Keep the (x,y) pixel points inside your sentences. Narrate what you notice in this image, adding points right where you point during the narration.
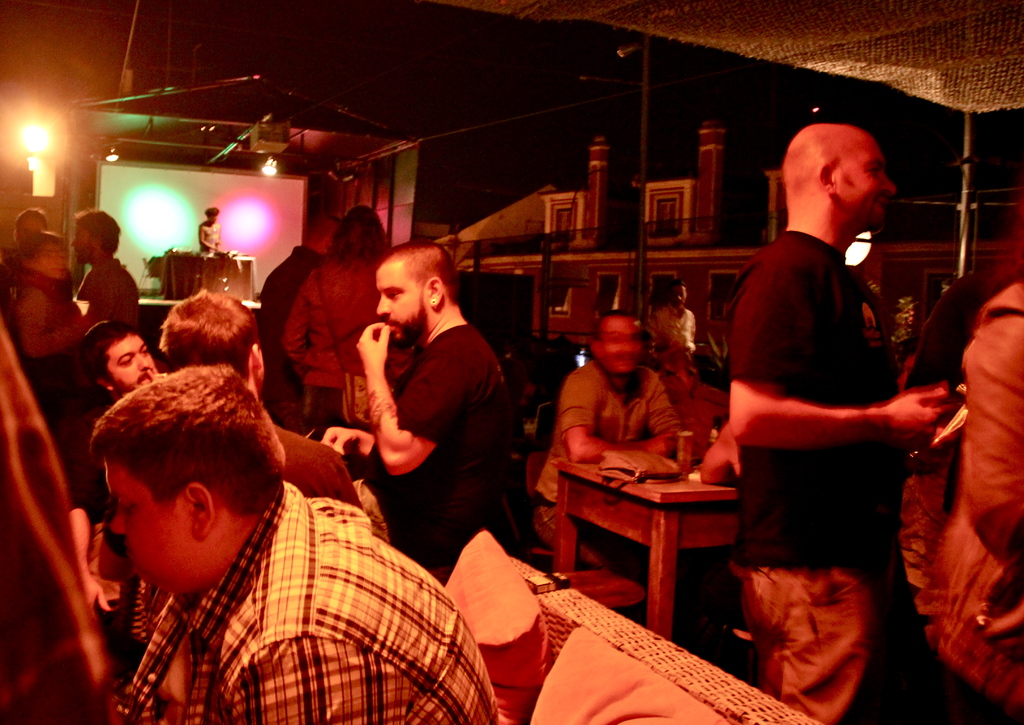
In this picture we can see a group of people (877,444) where some are sitting and some are standing, pillows (501,580), table (558,522) and in the background (208,218) we can see a person (205,242) standing on stage (141,300), lights (29,136).
